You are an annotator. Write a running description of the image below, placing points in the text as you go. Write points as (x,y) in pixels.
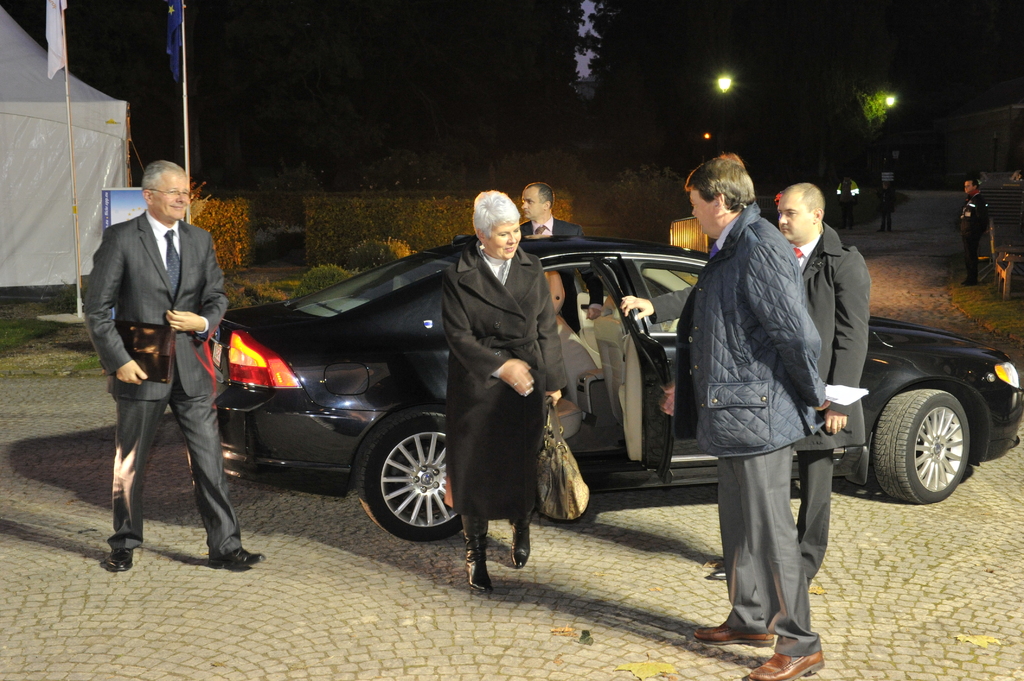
In this image, we can see few people (755,411). Few are walking and standing. Few are holding some objects (559,482). Here we can see a woman (488,240) and man (184,216) are smiling. There is a black car (362,386) on the platform (370,623). Background (43,145) we can see tent (103,152), poles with flags (50,70), lights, plants (385,202). Few people (881,223) are here.
